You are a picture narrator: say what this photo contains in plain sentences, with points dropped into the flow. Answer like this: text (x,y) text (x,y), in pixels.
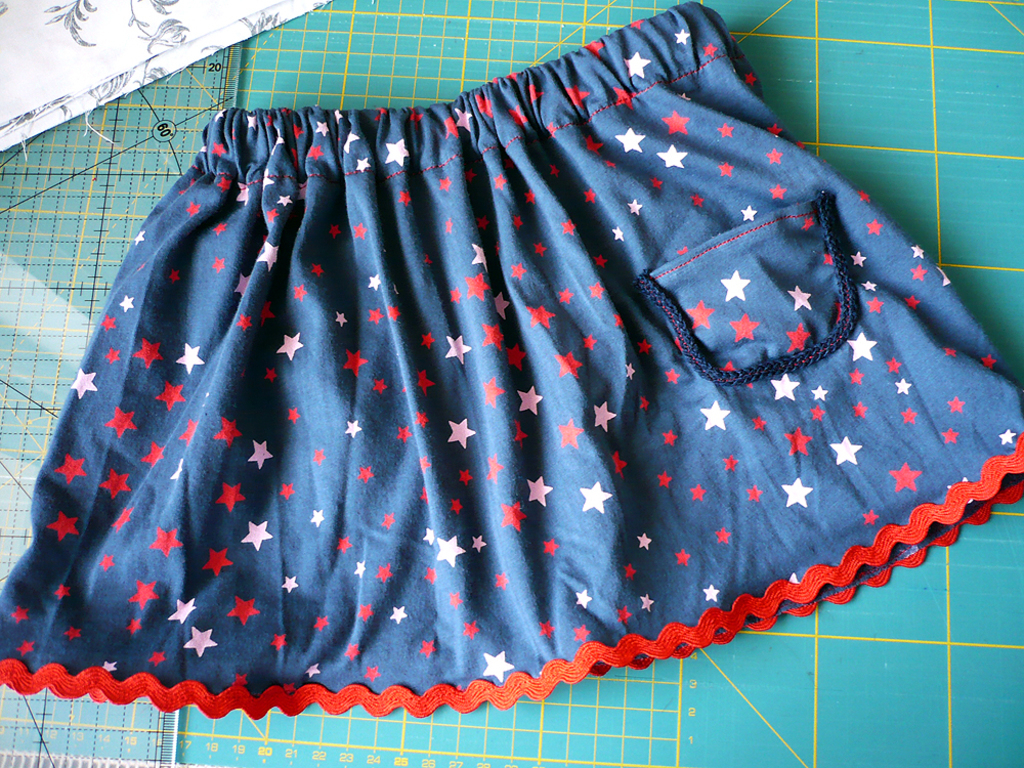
In this image we can see skirt (289,560) on the mat (131,740).
